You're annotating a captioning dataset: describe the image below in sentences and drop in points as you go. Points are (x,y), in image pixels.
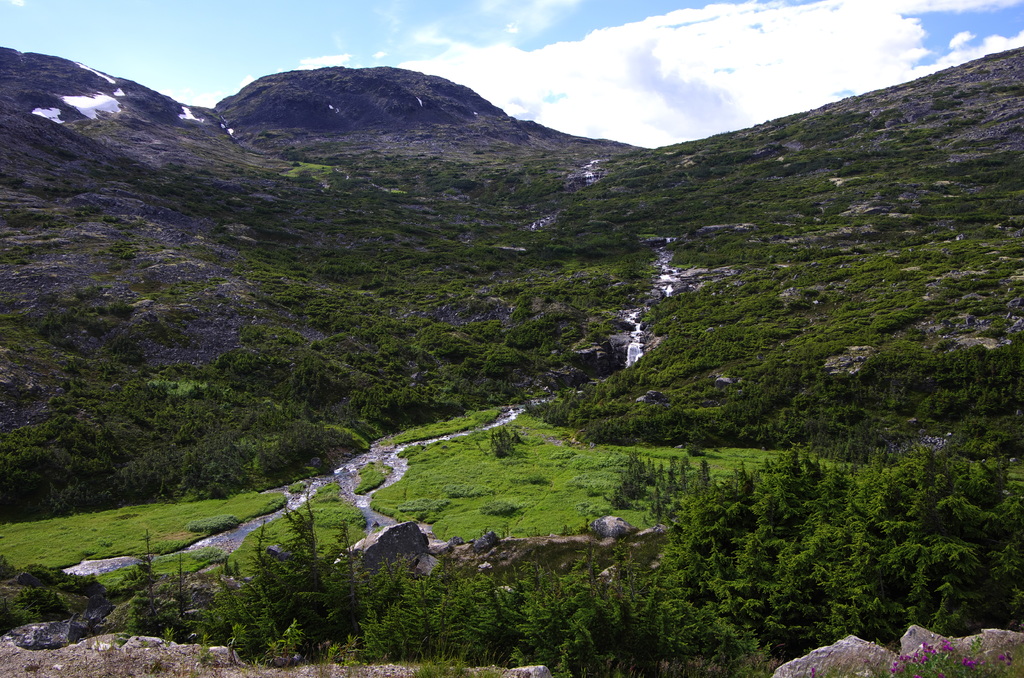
In this image we can see the mountains (321,85), some plants (984,661) with flowers (938,677), some white objects (99,98) look like snow (116,94), some water (664,286), some rocks (718,282) on the ground (726,365), some trees (684,586), bushes (42,592), plants (410,640) and grass (437,653) on the ground (503,563). At the top (762,42) there is the sky (322,65).
